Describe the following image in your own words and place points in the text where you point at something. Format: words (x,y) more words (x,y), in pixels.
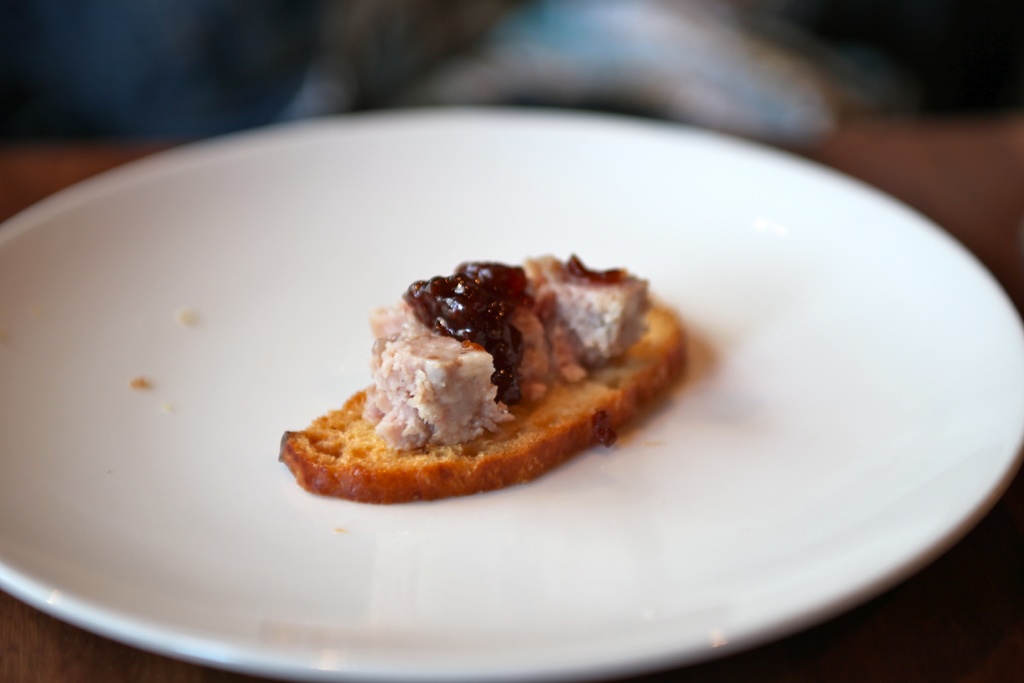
In the image we can see the white plate (281,321) and in the white plate (286,424) we can see the food item (369,491).
